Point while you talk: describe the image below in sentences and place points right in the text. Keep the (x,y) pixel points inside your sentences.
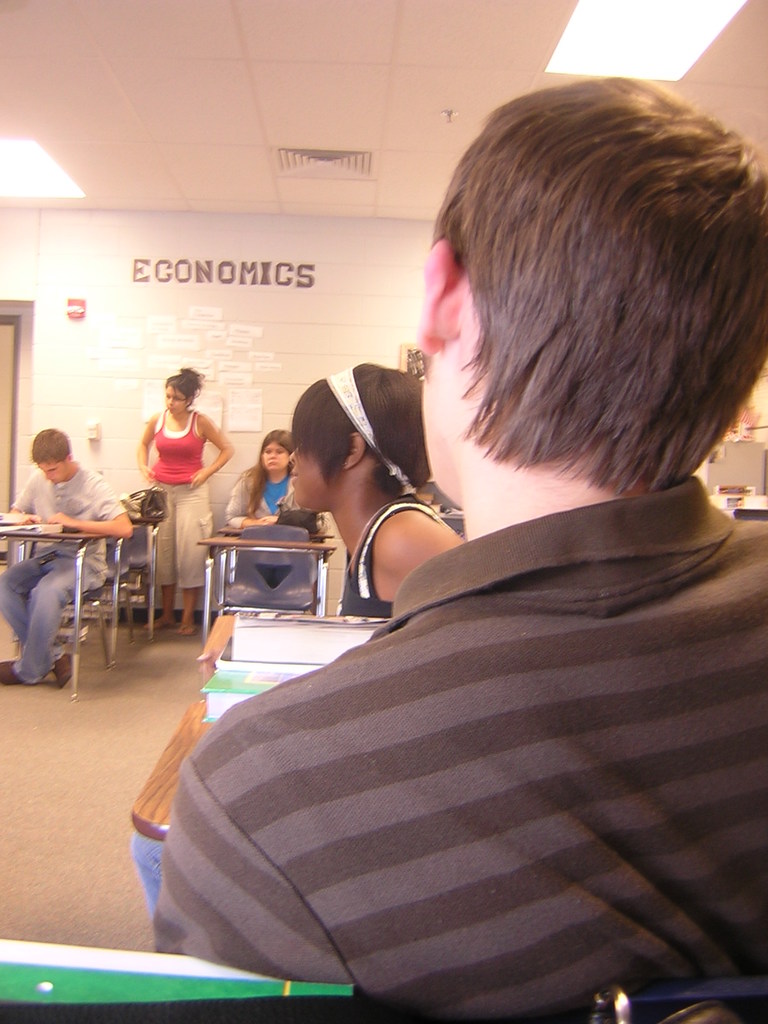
In this picture we can see a group of people (235,874) where some are sitting on chairs (296,586) and some are standing and in front of them we can see books (332,622) and in the background (131,354) we can see posters (244,405) on the wall (270,281).
